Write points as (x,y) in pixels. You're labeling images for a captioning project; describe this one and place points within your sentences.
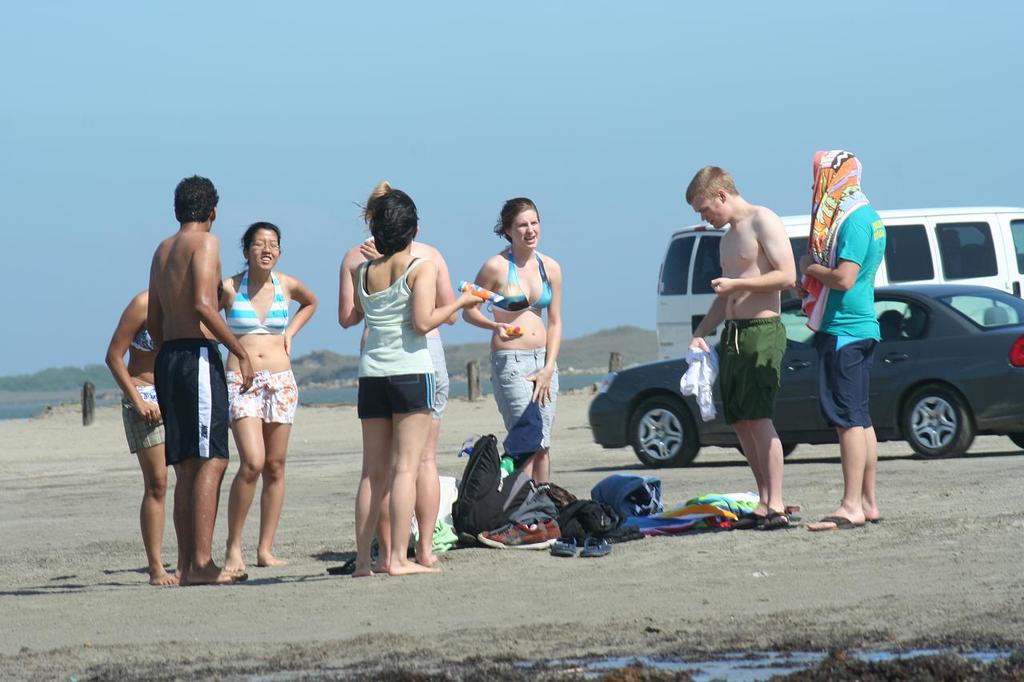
In this image we can see a few people (523,233) standing on the land (660,547). We can also see the bags (590,511), clothes (738,497) and footwear (550,531) on the ground (552,585). In the background (30,400) we can see the vehicles (959,319), wooden poles (91,409), water (5,411), trees (87,376). We can also see the sky (569,160).
